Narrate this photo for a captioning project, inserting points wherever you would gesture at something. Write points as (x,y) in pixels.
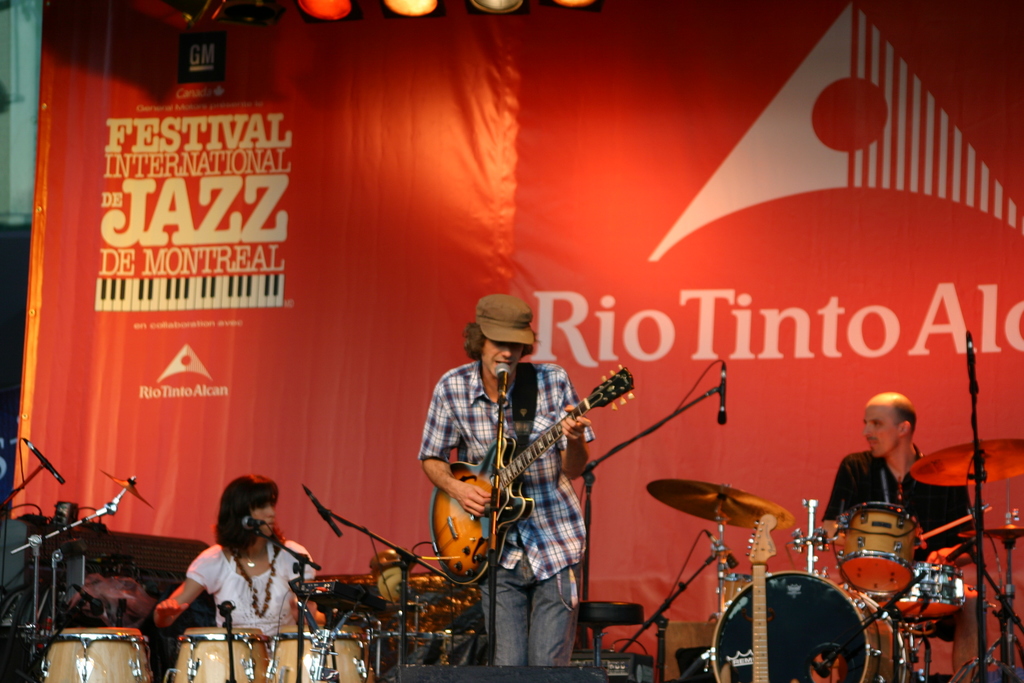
In the center (547,394) we can see one person (480,424) standing and holding guitar (500,513), in front (492,500) there is a microphone (502,378). Beside him we can see two persons (235,541) are sitting and one holding sticks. And they were surrounded by musical instruments (792,619). In the background (641,175) there is a banner (467,217) and light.
